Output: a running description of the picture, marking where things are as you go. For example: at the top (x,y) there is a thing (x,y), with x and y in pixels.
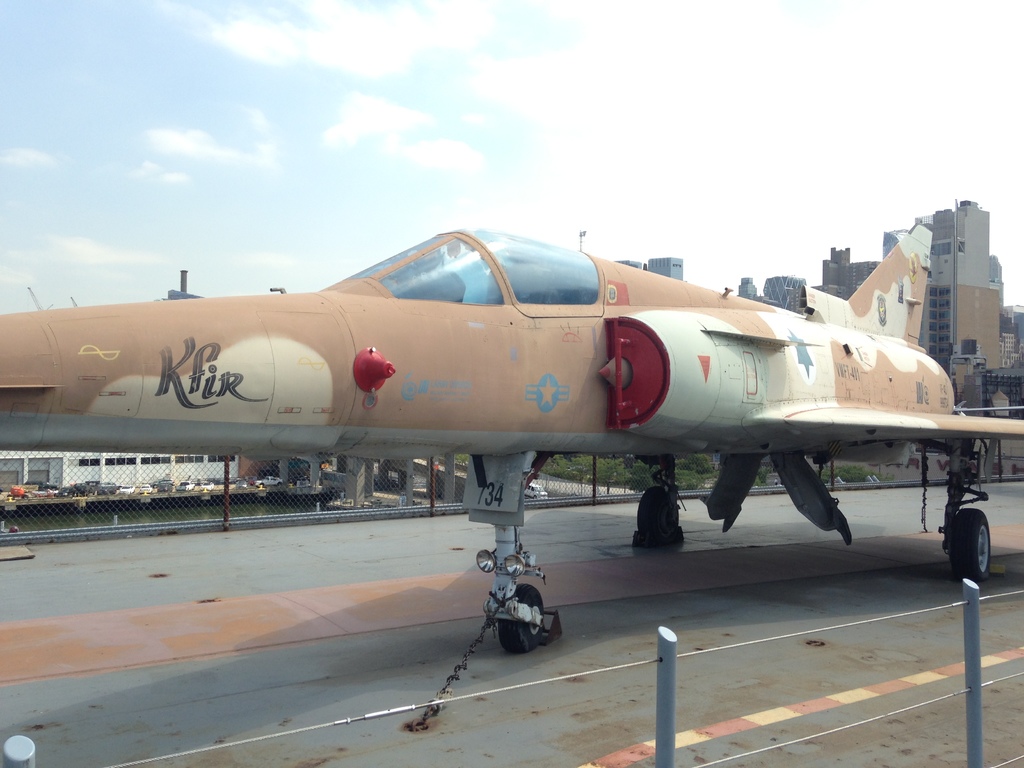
In this image we can see an aircraft (357,402). In front of the aircraft (629,269) we can see the fencing (657,711). Behind the aircraft (381,447) we can see fencing (208,511), water (208,511), trees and a group of buildings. At the top (408,158) we can see the sky (408,158).
